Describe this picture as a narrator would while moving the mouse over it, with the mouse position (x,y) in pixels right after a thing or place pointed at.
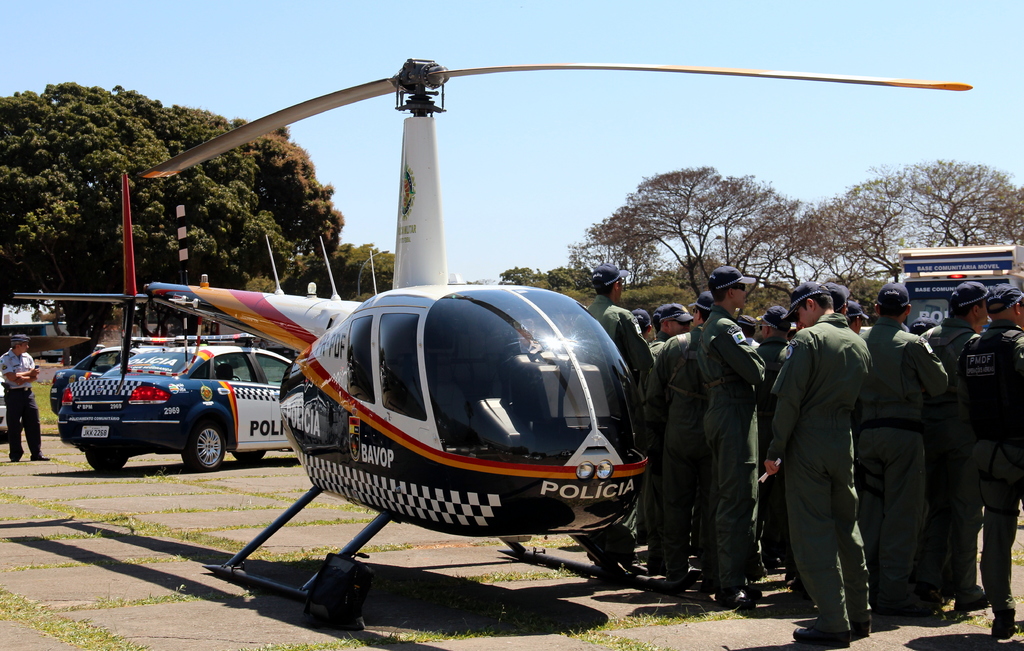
In this image in the front (480,357) there is a helicopter (443,403) with some text (571,498) written on it and there are persons (715,369) standing. In the center (674,345) there are cars (70,382), there are persons (9,370) and in the background (308,216) there are trees (151,213).
